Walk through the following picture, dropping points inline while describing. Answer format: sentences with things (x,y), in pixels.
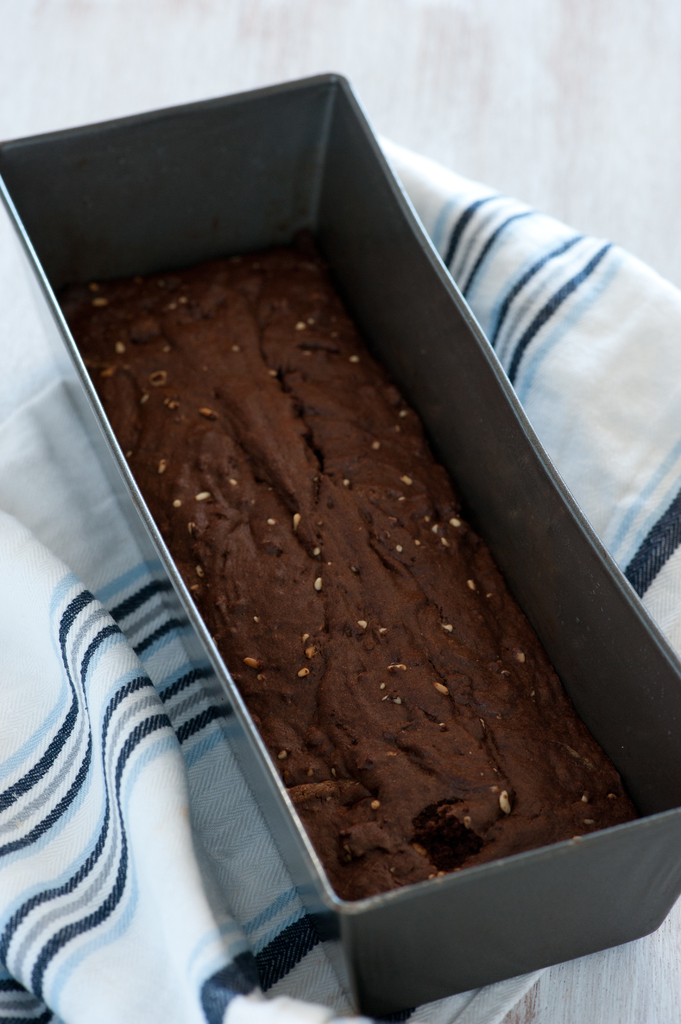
There is a tray (161,577) with cake (321,576). And the tray (312,579) is on a white and blue color cloth (120,796). In the back (42,48) there is a table (578,192).
